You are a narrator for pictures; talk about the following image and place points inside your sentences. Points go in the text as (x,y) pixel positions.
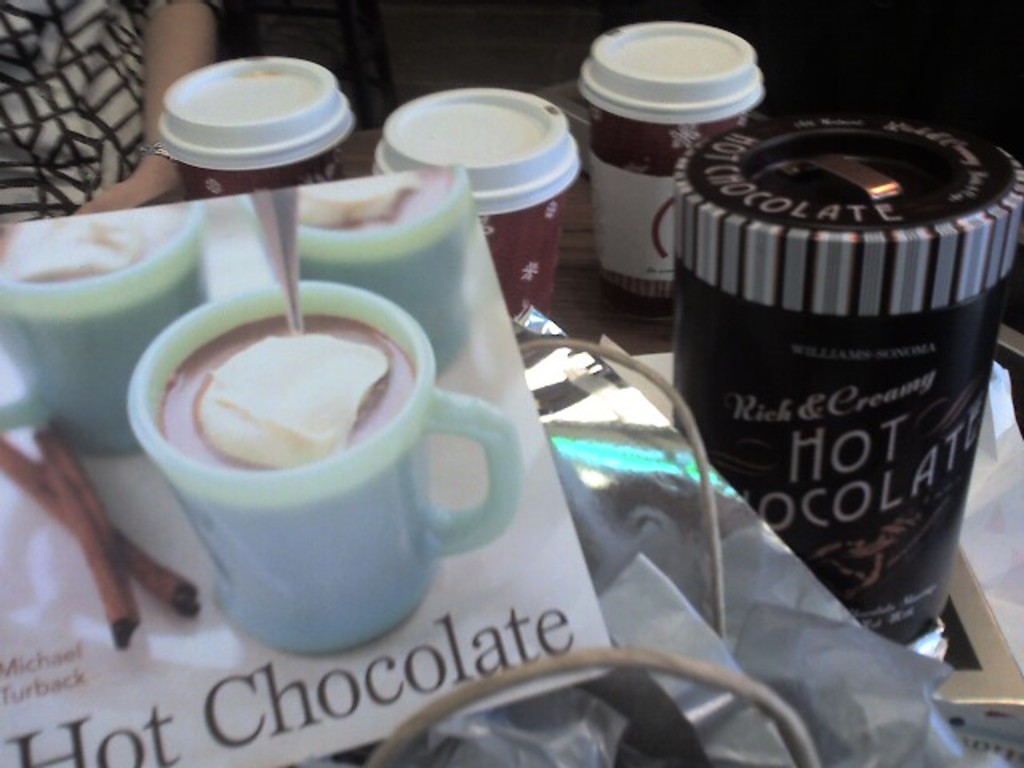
In this picture this is a table (610,318) on the table (610,318) there are cups (660,97) and a box (825,396) and some papers (477,578). Behind the papers (159,328) there is a person (83,108) in white dress (56,106).
